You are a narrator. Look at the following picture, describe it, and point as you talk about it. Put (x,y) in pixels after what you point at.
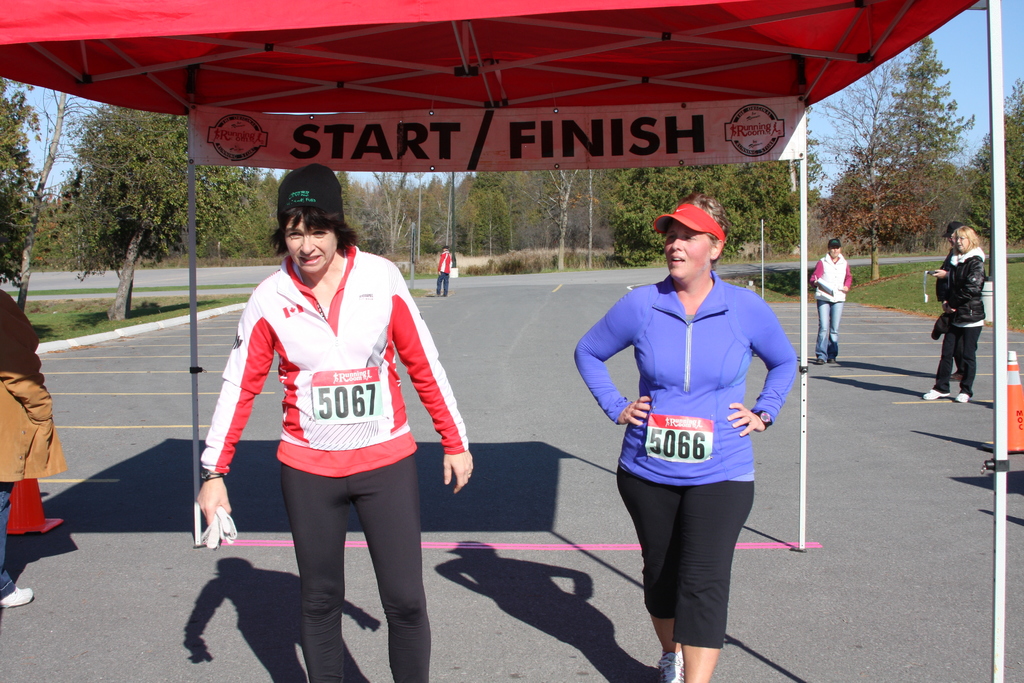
There are few people (285,413) standing. This looks like a canopy tent (653,21). I think this is a banner (227,157). These are the trees (63,189). This looks like a road (576,336).
